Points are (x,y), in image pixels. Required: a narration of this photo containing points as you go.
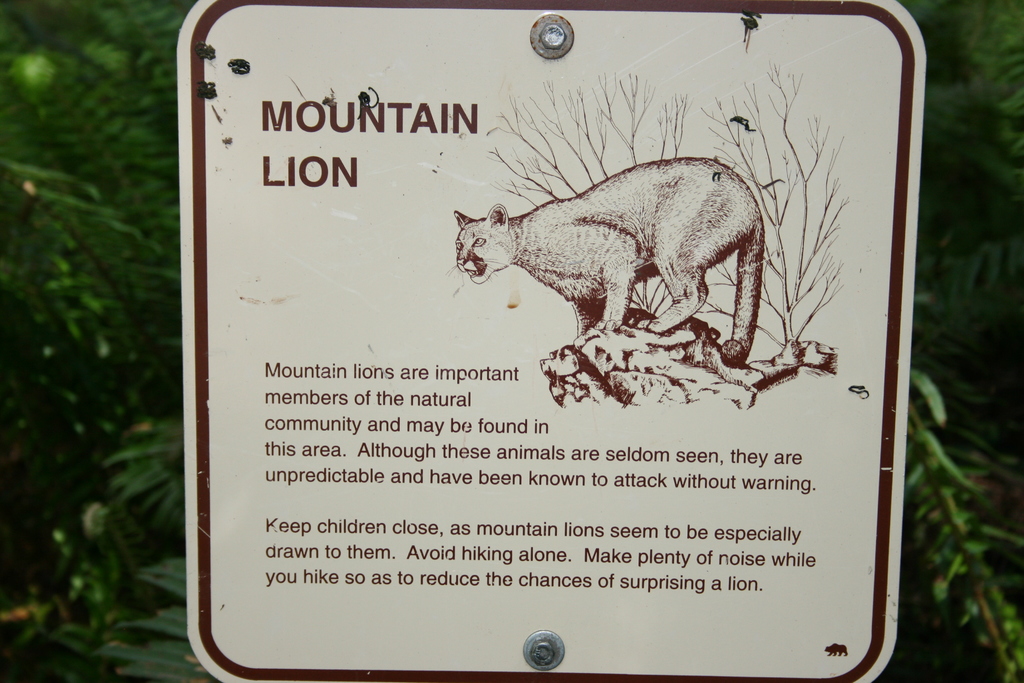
In the picture I can see a board (540,339) on which there is painting (596,258) of a lion (573,277) and there are some words (422,526) written and in the background of the picture (952,383) there are leaves (952,383).
